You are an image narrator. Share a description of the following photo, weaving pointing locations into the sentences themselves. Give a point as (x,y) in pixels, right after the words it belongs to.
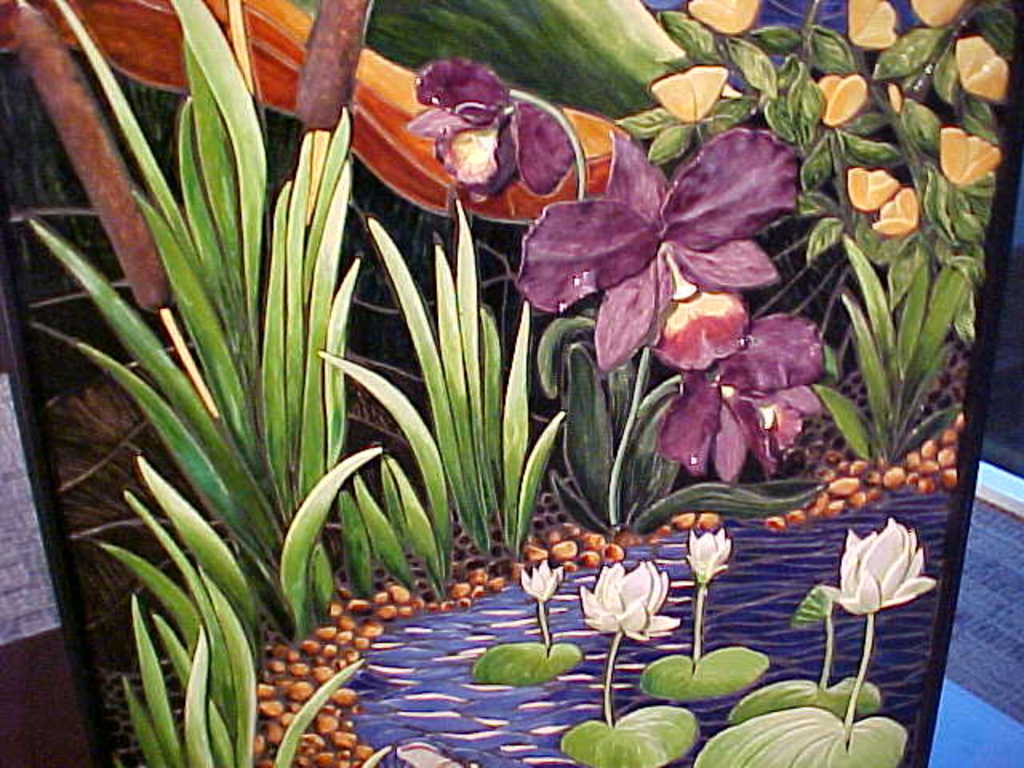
In this image I can see a painting (482,740) of plants (518,664) on the water (409,703) and there are other floral plants (250,659).
